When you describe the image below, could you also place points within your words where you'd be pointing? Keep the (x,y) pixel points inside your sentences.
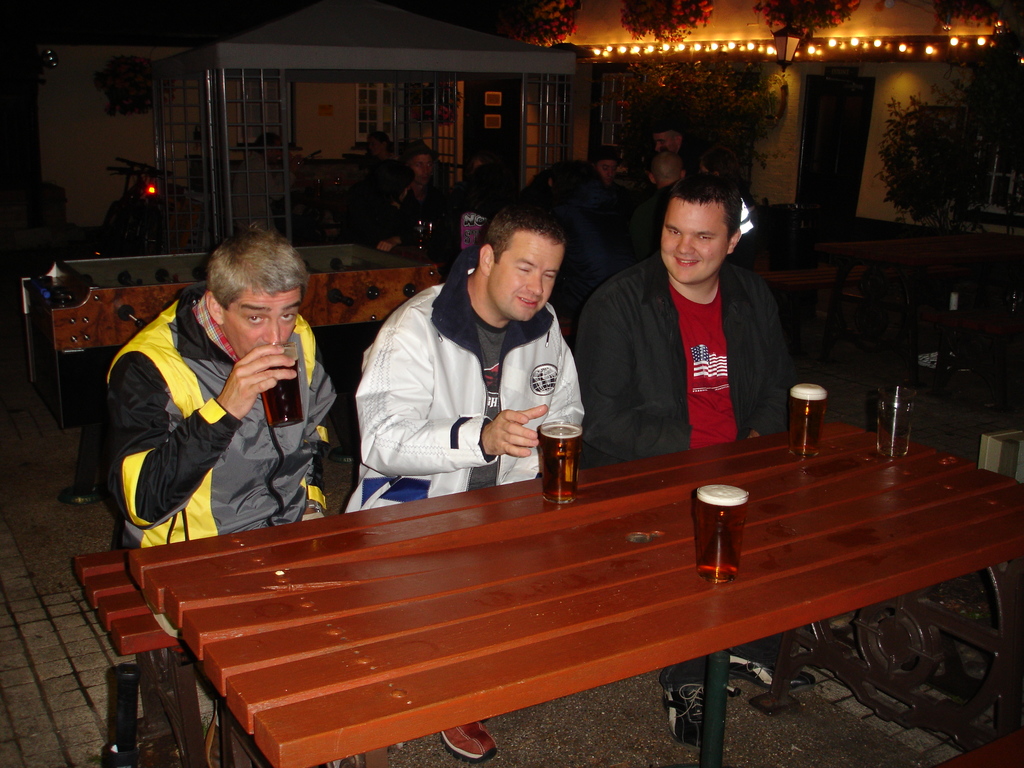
In this picture there are men (198,351) those who are sitting in the center of the image (628,398) in front of a table (676,487) and there are glasses (735,497) on the table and there are plants (663,88), lights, people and a house (880,52) in the background area of the image (629,178), it seems to be there is a bicycle (156,215) and a grill (183,266) in the background area of the image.
